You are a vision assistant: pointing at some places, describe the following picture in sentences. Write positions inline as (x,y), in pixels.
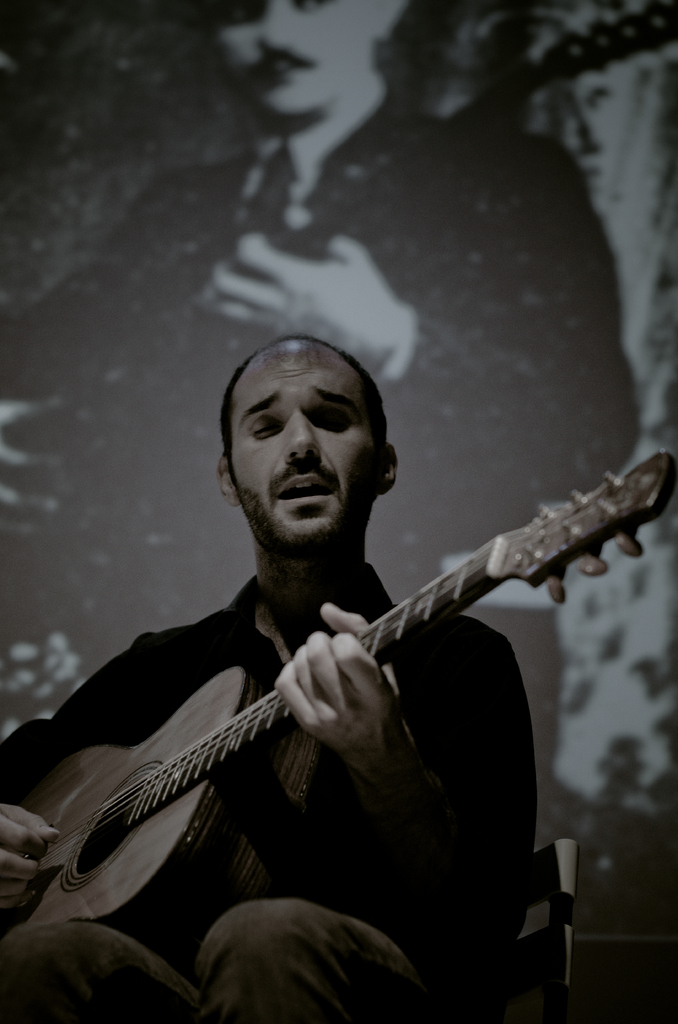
This man (350,591) is sitting and playing guitar (209,809). A picture (406,574) on wall (305,288).
